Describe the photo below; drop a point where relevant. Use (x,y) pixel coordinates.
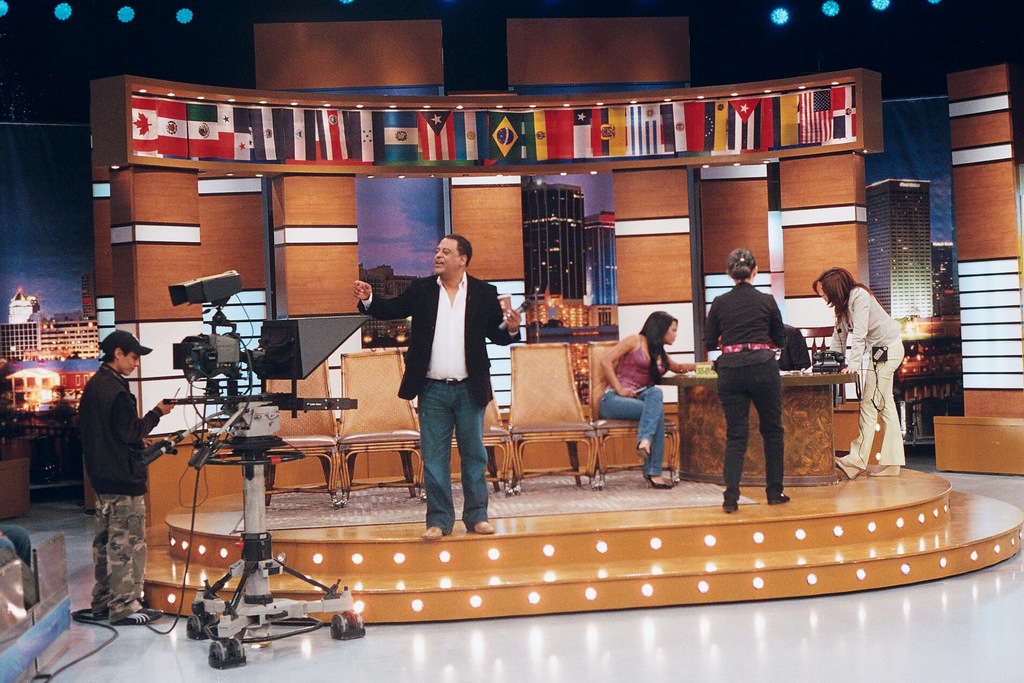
In this image there are some persons (456,403) standing as we can see in middle of this image (474,406). The women (633,408) is at right side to this person (481,361) is sitting on the chair (618,433). There are some chairs (606,439) here, and there is a stage (553,490) as we can see at bottom of this image (481,560). There is a wall (303,246) in the background (400,228) and there are some lights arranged on top of this image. There is a camera (180,354) at left side of this image (174,367) and there is a surface (483,658) at bottom of this image (597,649).
